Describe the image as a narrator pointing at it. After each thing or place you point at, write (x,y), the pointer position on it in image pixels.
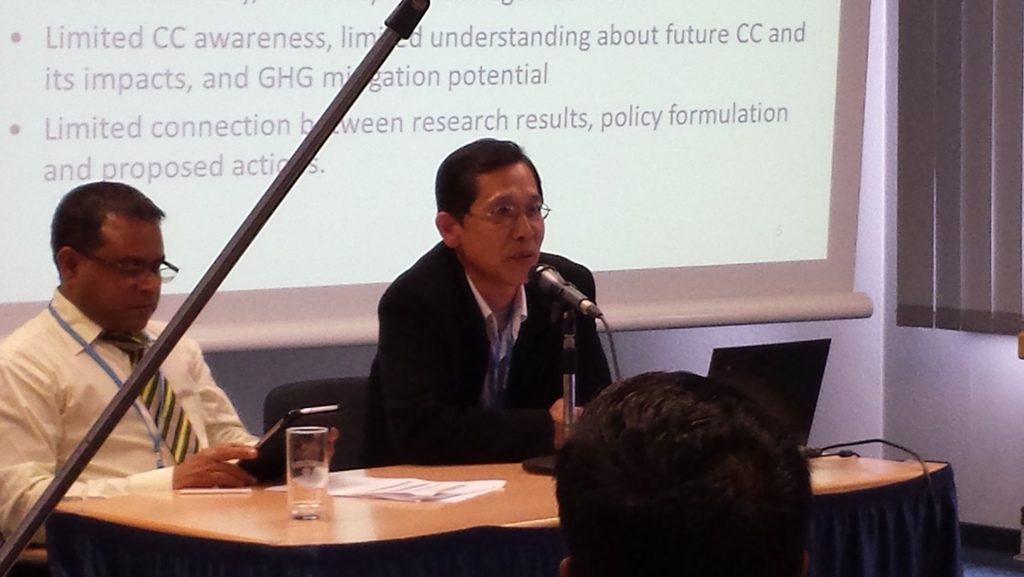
The person (451,349) wearing black suit (465,346) is sitting in front of a table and speaking in front of a mic (547,281) and there is also another person (189,396) sitting beside him and operating a tab (279,435) and there is a projector (424,124) behind him and there is a person (646,425) in front of him.
